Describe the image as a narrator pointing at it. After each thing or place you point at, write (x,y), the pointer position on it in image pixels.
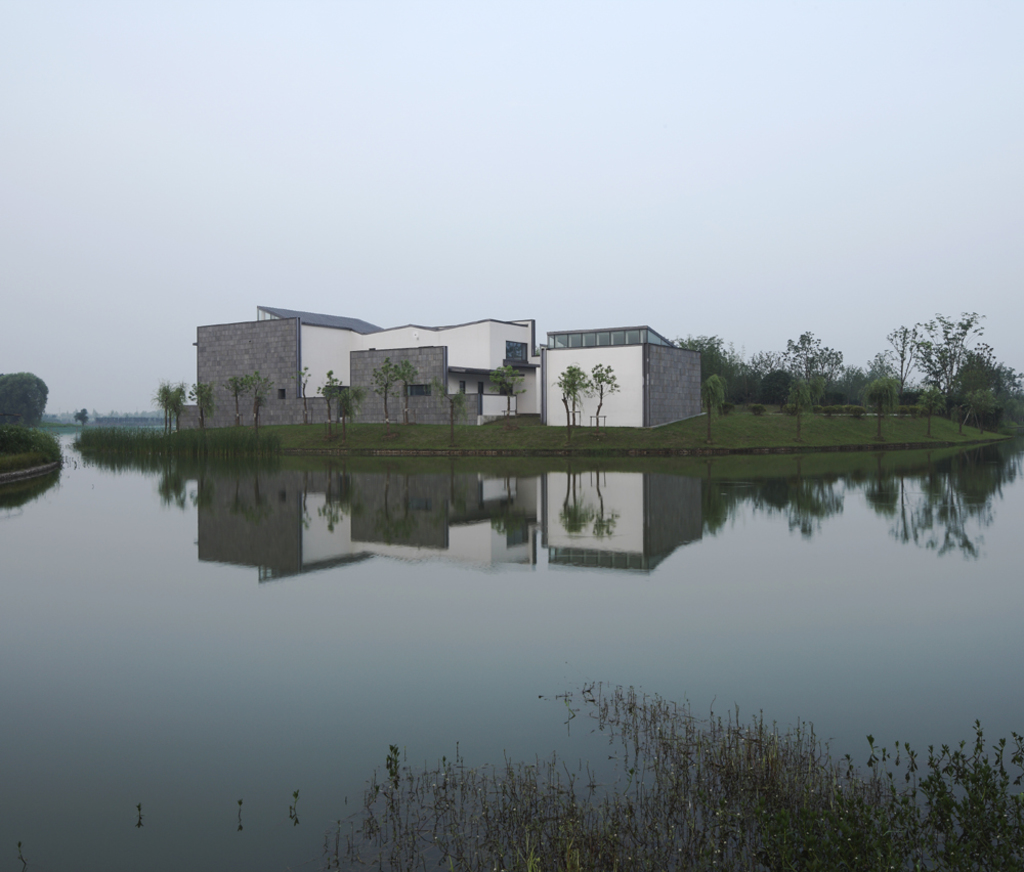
In this picture we can see water (535,692) and few plants (1021,830), in the background (635,346) we can find few trees (345,415) and buildings (282,369).
